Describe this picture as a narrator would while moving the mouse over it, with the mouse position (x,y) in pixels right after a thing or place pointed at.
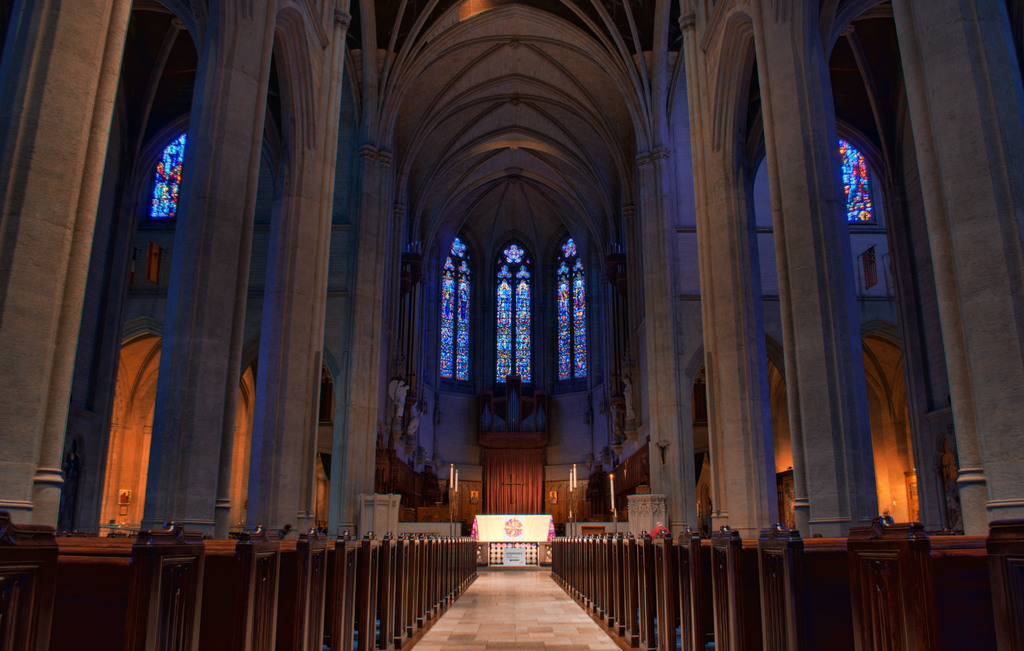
In this image I can see inside view of a church (470,500) and on the both sides of this image I can see brown colour benches (448,595). On the top side of the image (177,165) I can see few glass windows (468,351) and in the background (474,519) I can see few white colour things (610,478).
